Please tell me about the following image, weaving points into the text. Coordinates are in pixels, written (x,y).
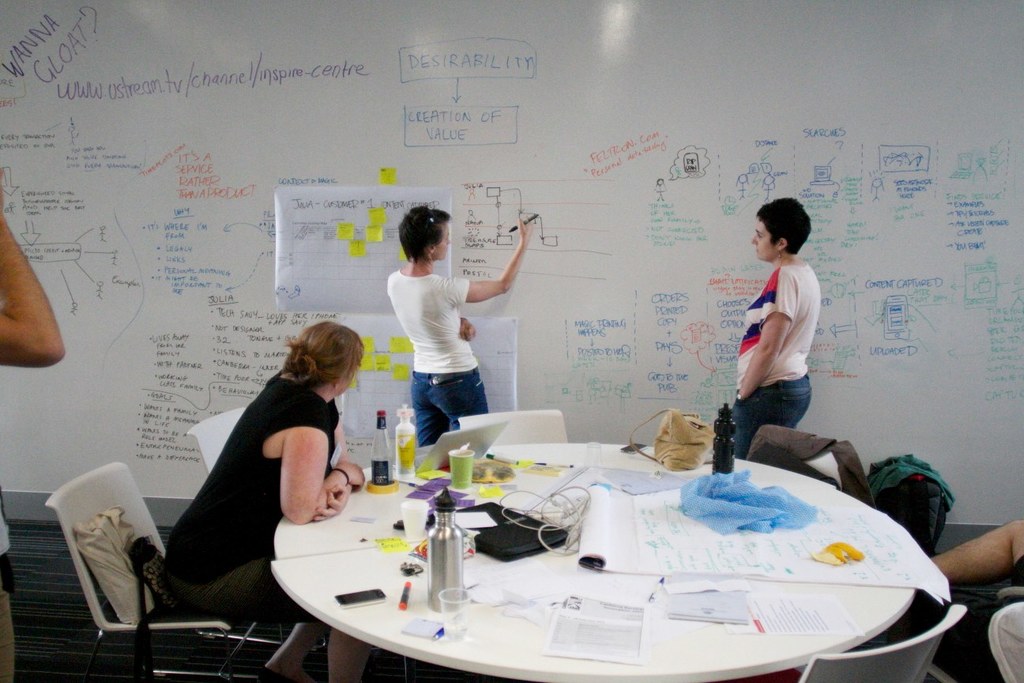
In this image I see 3 women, in which one of them is sitting on the chair (119,467) and 2 of them are standing over here, I can also see a table (312,523) on which there are many things (541,522) on it. In the background (953,7) I see the board (143,457).
